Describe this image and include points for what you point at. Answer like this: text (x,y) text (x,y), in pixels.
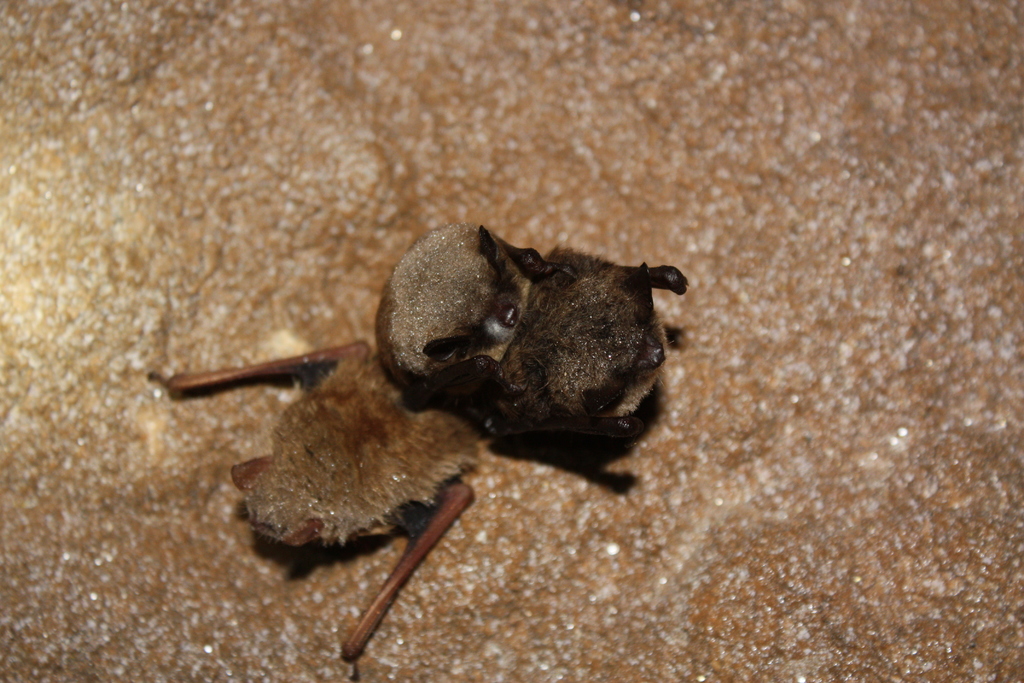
In this image we can see three bats (537,310) on the surface (774,358).
